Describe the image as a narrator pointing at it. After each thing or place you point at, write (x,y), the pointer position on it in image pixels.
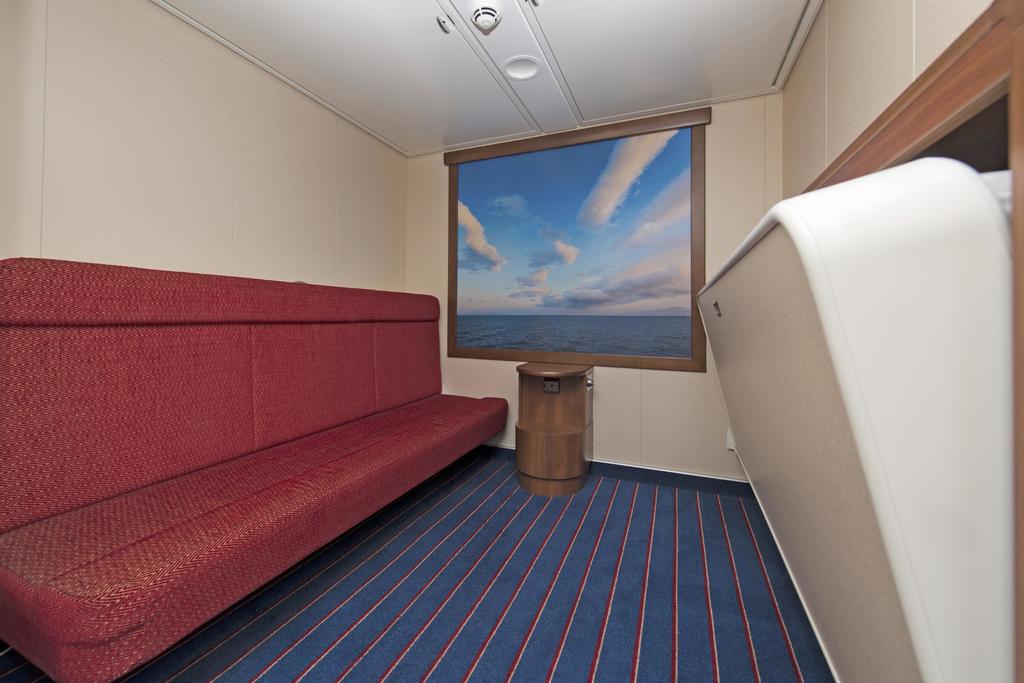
in this image some sofa (380,474) and in background (604,236) some table (565,415) is there and the floor (547,562) is blue color and background is white.
